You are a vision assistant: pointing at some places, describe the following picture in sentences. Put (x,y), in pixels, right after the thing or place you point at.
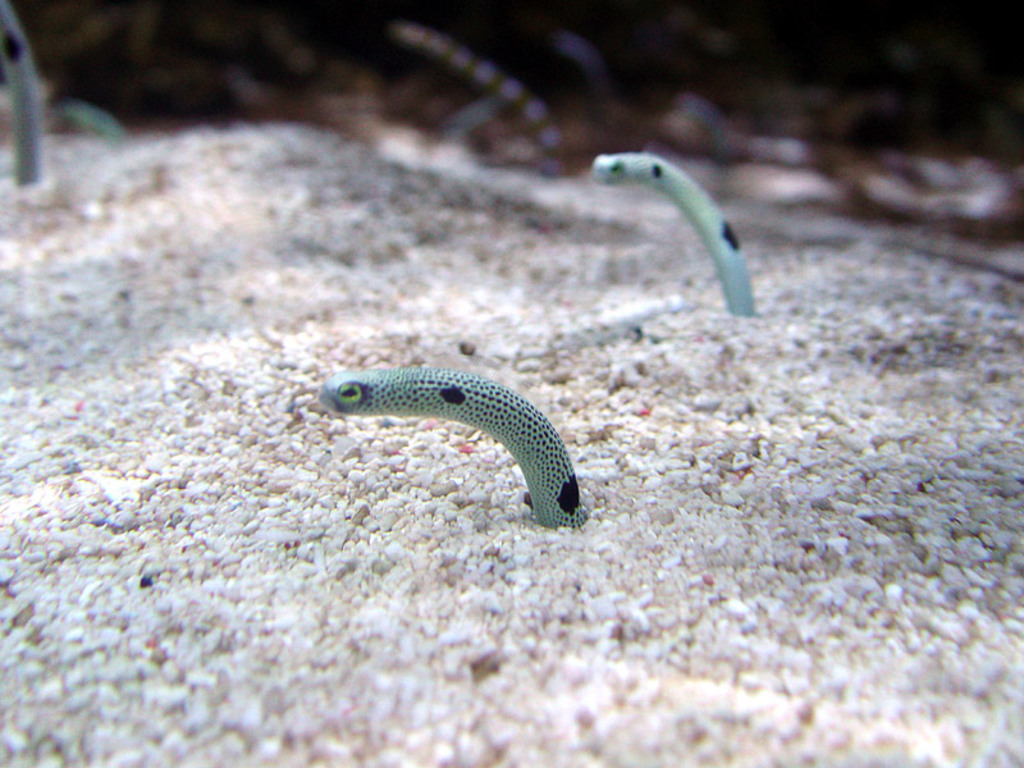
In this image, we can see eels (516,446). Top of the image (652,124), there is a blur view. Here we can see stones (407,680).
